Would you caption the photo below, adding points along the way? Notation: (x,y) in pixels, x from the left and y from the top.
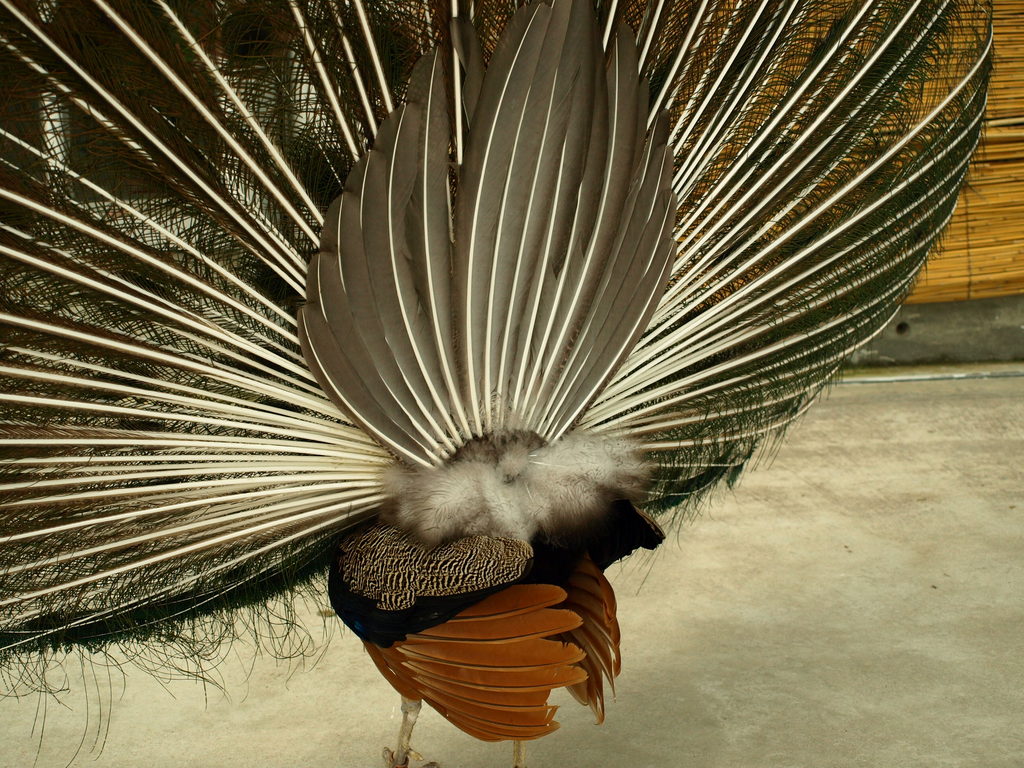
In this image we can see a peacock (392,270) from the back side and is standing on the floor (682,543).
